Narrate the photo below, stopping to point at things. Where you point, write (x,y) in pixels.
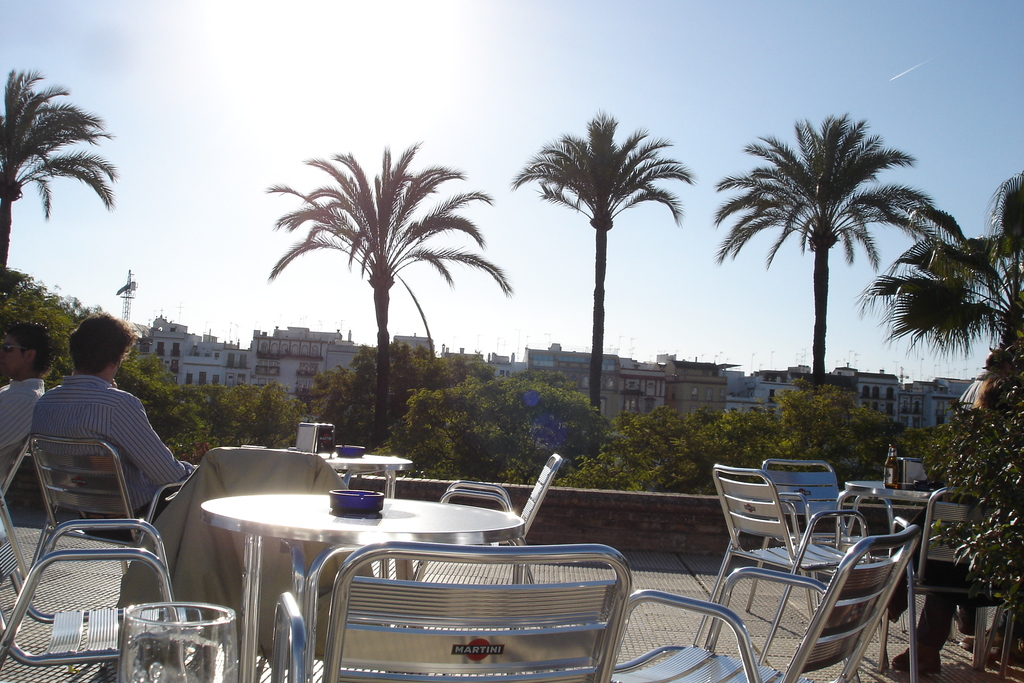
In the image we can see there are tables (302,590) and chairs (497,588) kept on the ground (474,575). There are people (75,416) sitting on the chairs (111,478) and there is a wine bottle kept on the table (900,488). Behind there are trees (1008,302) and buildings (145,343). There is a clear sky (495,286).
